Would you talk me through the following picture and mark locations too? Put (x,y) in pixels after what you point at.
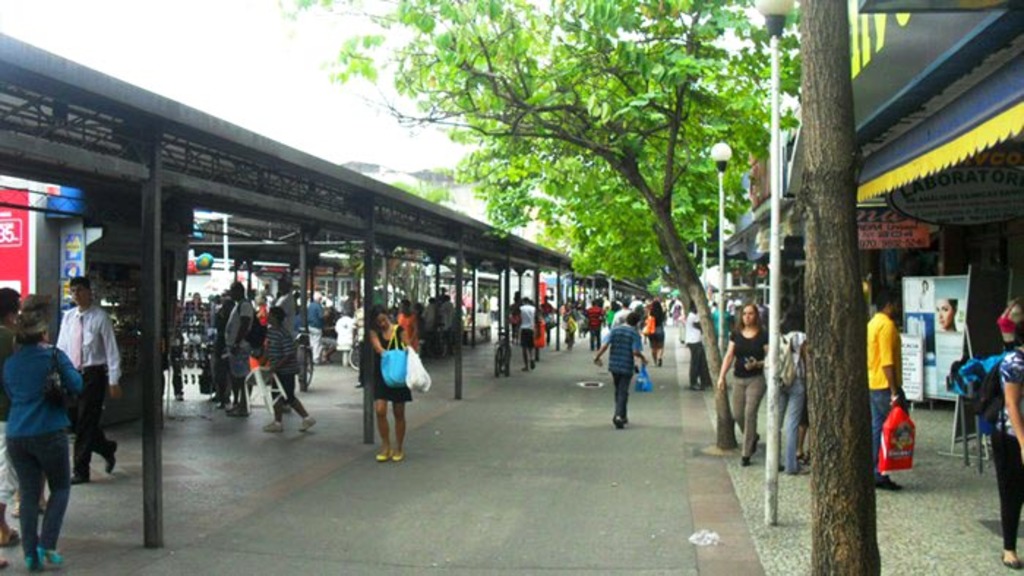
In this image, we can see some people (629,346) walking, at the right side (697,302) there are some trees (636,256), at the left side (318,177) there is a shed (33,125) and at the top (223,36) there is a sky (244,74).
